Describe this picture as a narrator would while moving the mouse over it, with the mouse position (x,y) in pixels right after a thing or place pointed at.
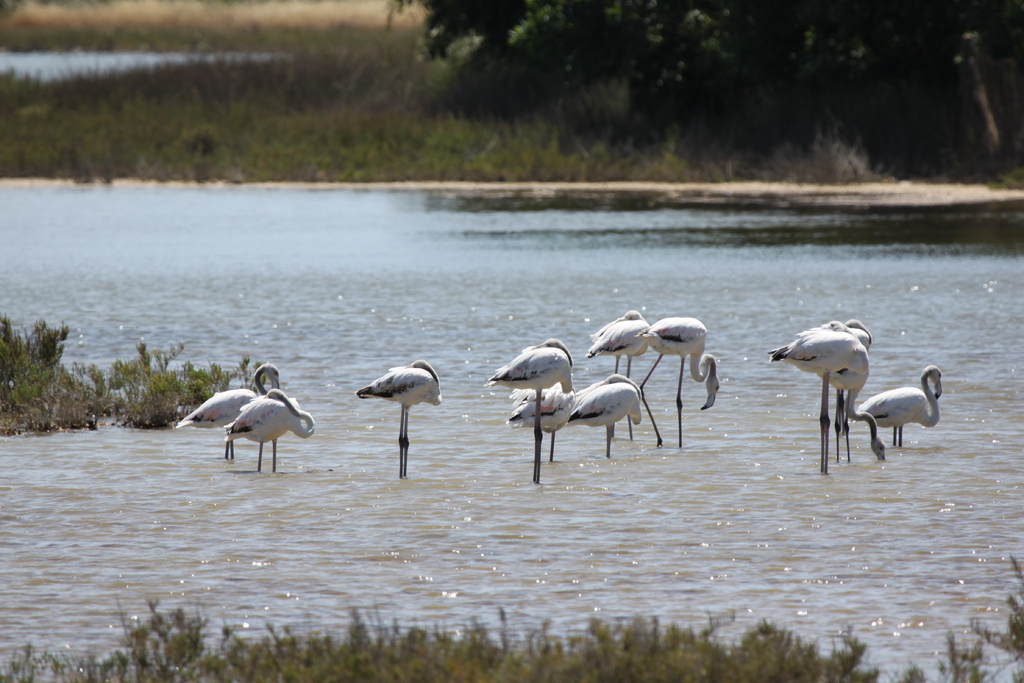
This image consists of water (346,464) in the middle (368,281). There are flamingos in the middle (409,399). There is grass (18,104) at the top (380,82). There are trees (904,39) at the top (956,11).
